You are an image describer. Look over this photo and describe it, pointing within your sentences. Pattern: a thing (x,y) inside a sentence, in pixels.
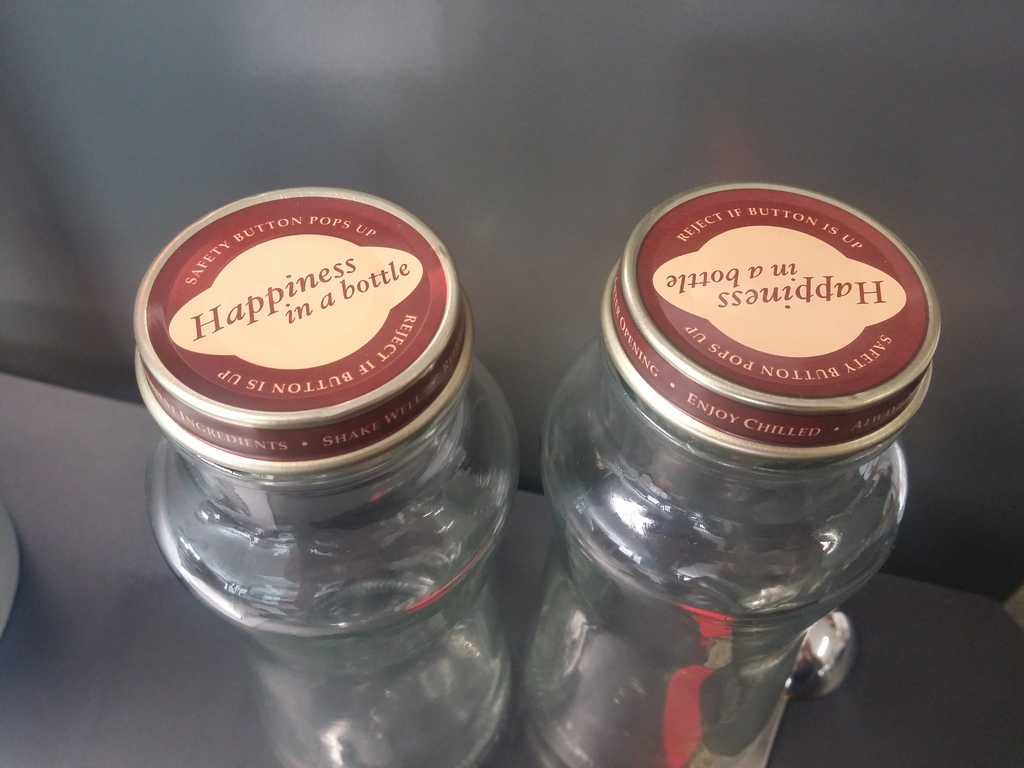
In this picture there are two bottles (513,456) placed on the table (907,624). They are glass bottles (726,616) and on the cap (301,285) there is a text (309,302) printed. In the background (635,176) there is wall (495,112).
